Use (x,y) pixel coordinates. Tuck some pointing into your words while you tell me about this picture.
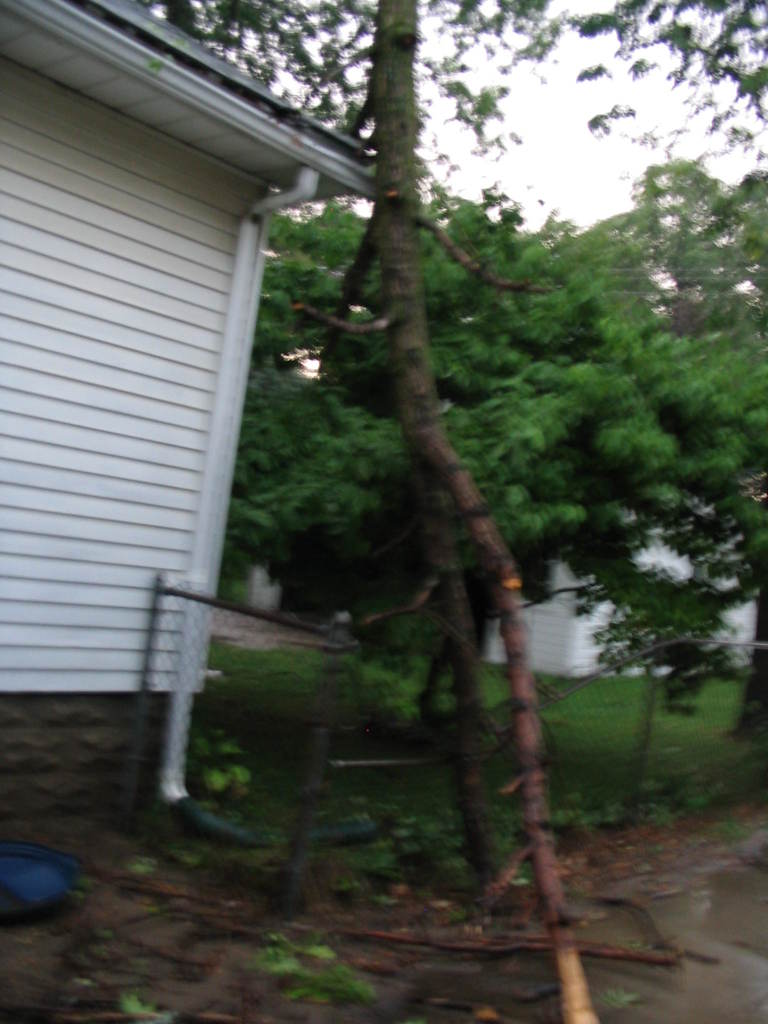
The picture might be taken in the backyard (316,912) of the house (28,532). In the foreground (358,322) we can see branch (456,464) of a tree (440,531), some net (290,819), soil (367,929) and a house (0,310). In the middle of the picture (355,449) there are trees (594,483), grass (649,708) and building (686,562). In the background (568,141) there is sky (545,152).
